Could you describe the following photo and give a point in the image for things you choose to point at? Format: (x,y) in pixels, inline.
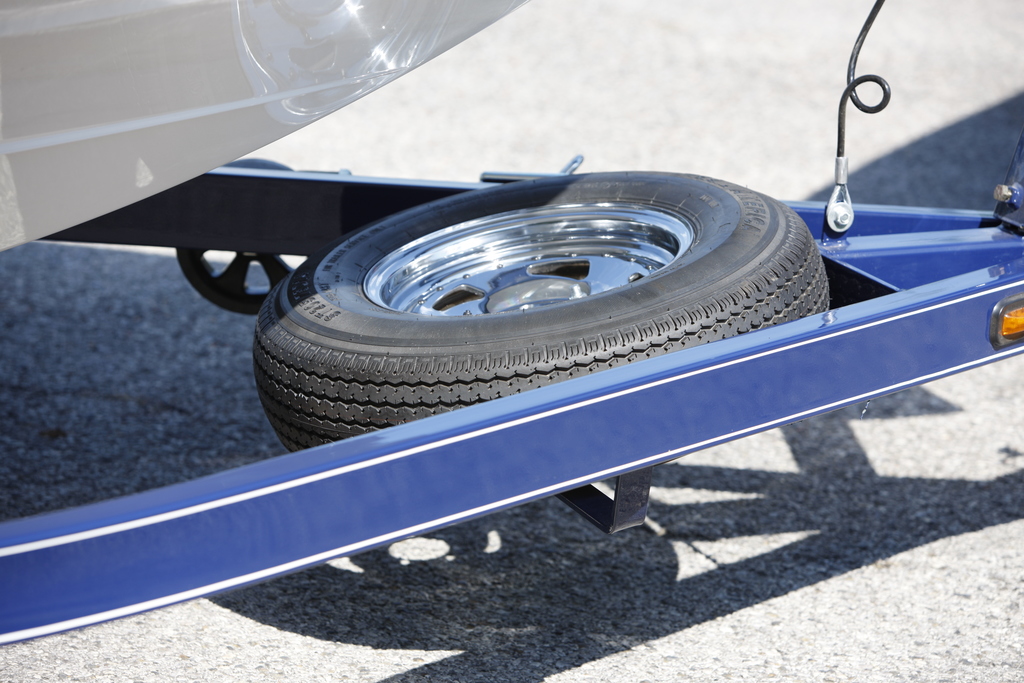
In this image I can see wheel (360,335) in black color on the road (618,538).
